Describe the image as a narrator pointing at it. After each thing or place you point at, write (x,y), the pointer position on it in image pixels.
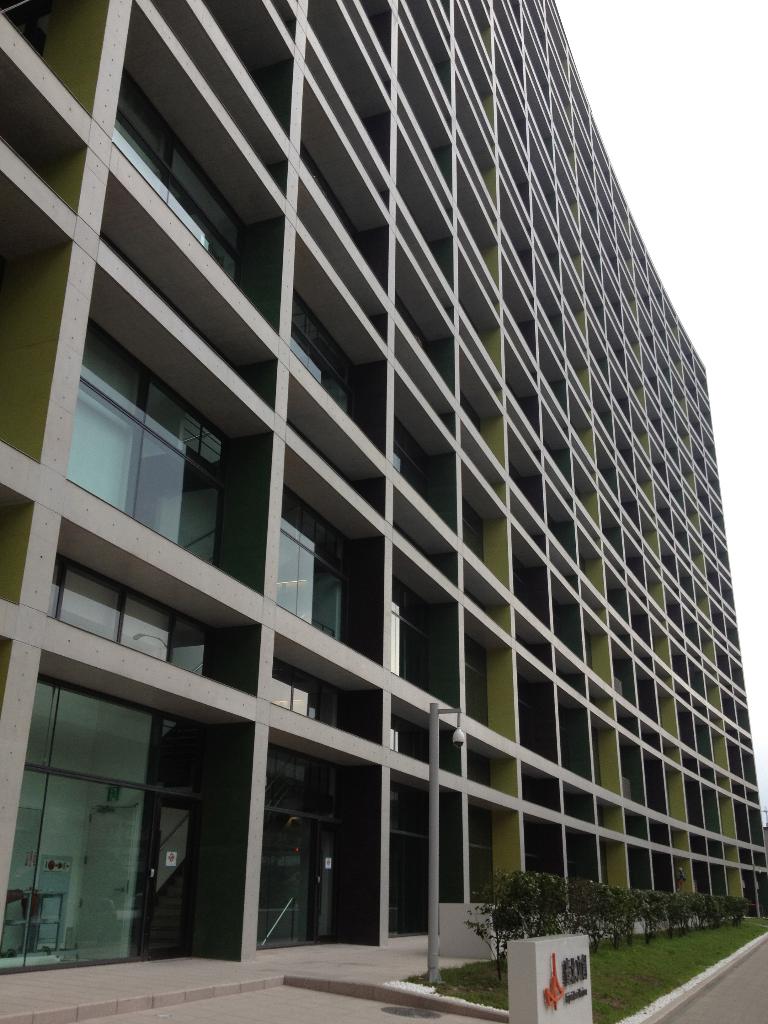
In this image there is a tall building (412,372) in the middle (485,511). At the bottom (679,937) there is a garden (669,897) in which there are plants (659,907). There are so many glass windows (154,493) in the building (307,317). At the top (681,95) there is the sky (691,146).
